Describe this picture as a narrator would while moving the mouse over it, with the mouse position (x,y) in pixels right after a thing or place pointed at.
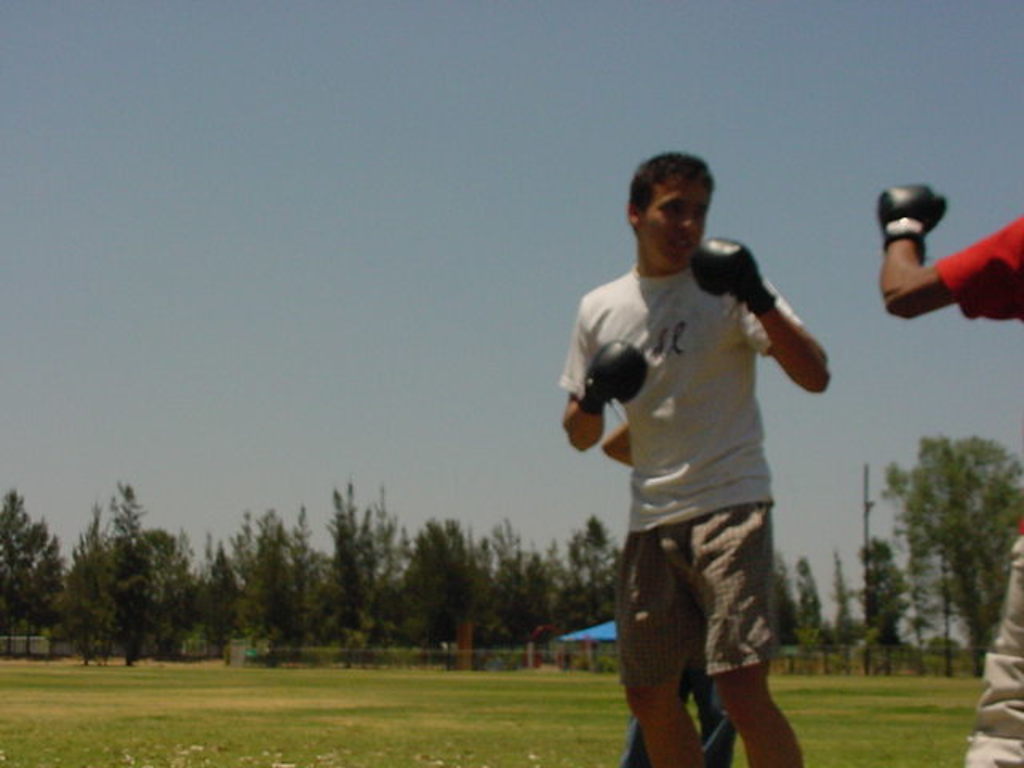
On the right side of the image (719,468) there are two people (638,277) wearing the gloves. Behind them there is another person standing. At the bottom of the image (334,728) there is grass (315,704) on the surface (377,726). In the background of the image (432,662) there is a fence (493,662). There is a tent (596,642). There is a wall (15,647). There are trees (365,549). At the top of the image (362,205) there is sky (374,239).
